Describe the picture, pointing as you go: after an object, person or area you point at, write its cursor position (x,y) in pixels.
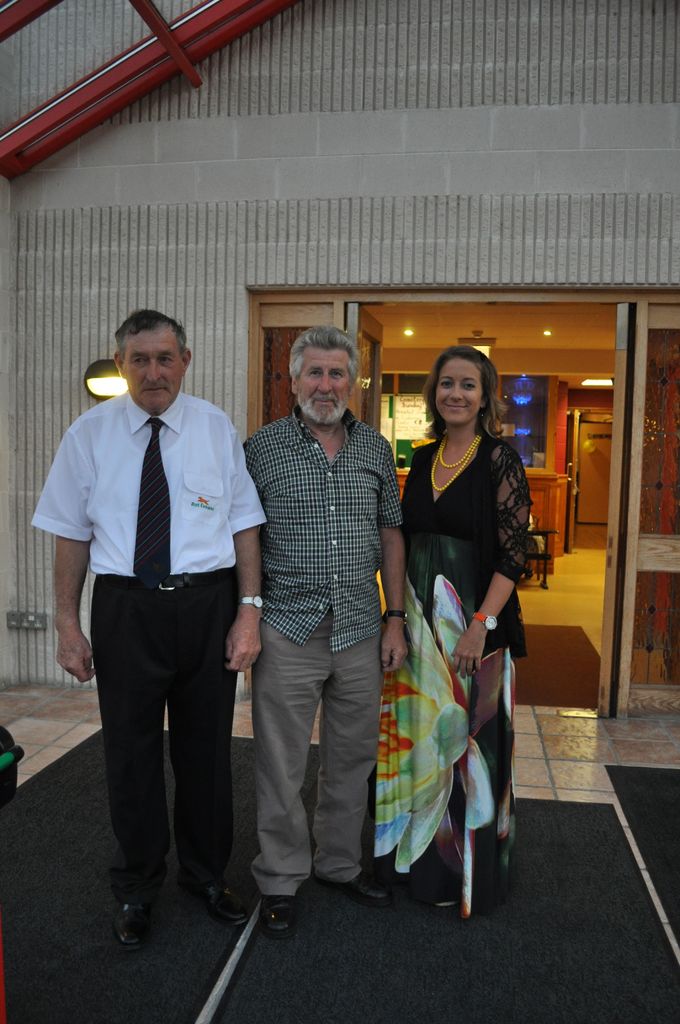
In the middle of the image (449,549) three persons (137,824) are standing and smiling. Behind them we can see a house (653,634). In the house (653,634) we can see a table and lights (521,430).
